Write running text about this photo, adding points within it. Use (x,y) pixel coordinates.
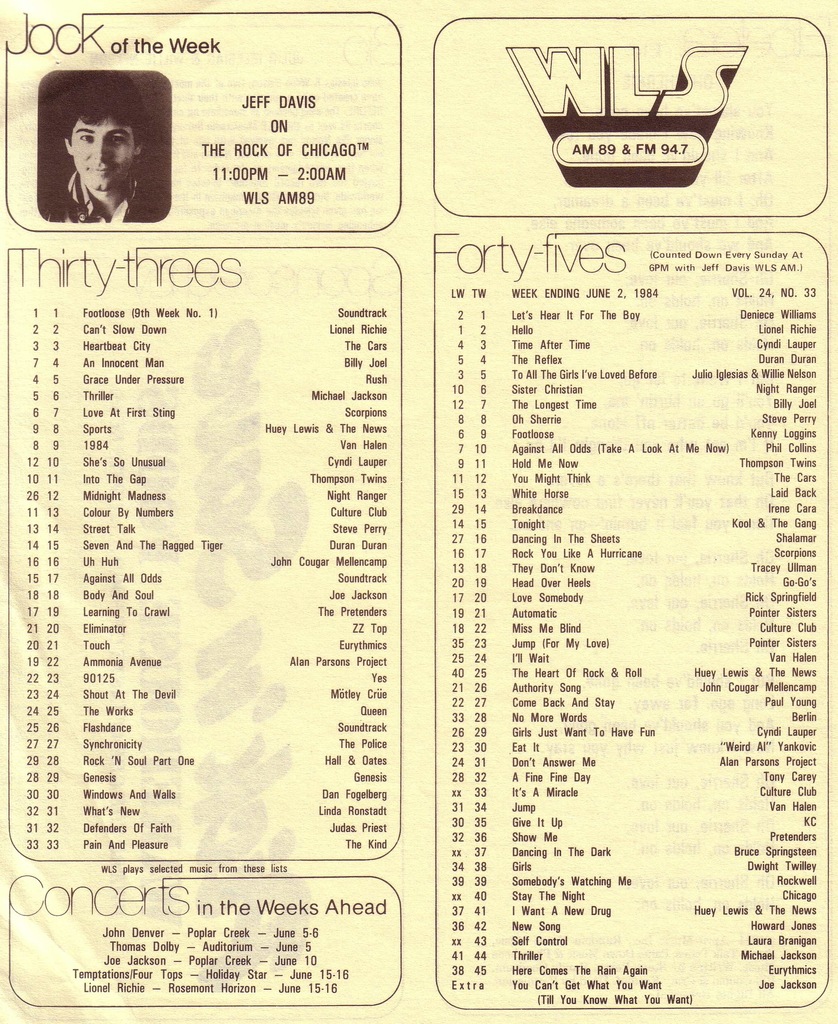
In this image we can see a poster (727,659) with some text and there is a picture (109,100) of a person (131,212).
